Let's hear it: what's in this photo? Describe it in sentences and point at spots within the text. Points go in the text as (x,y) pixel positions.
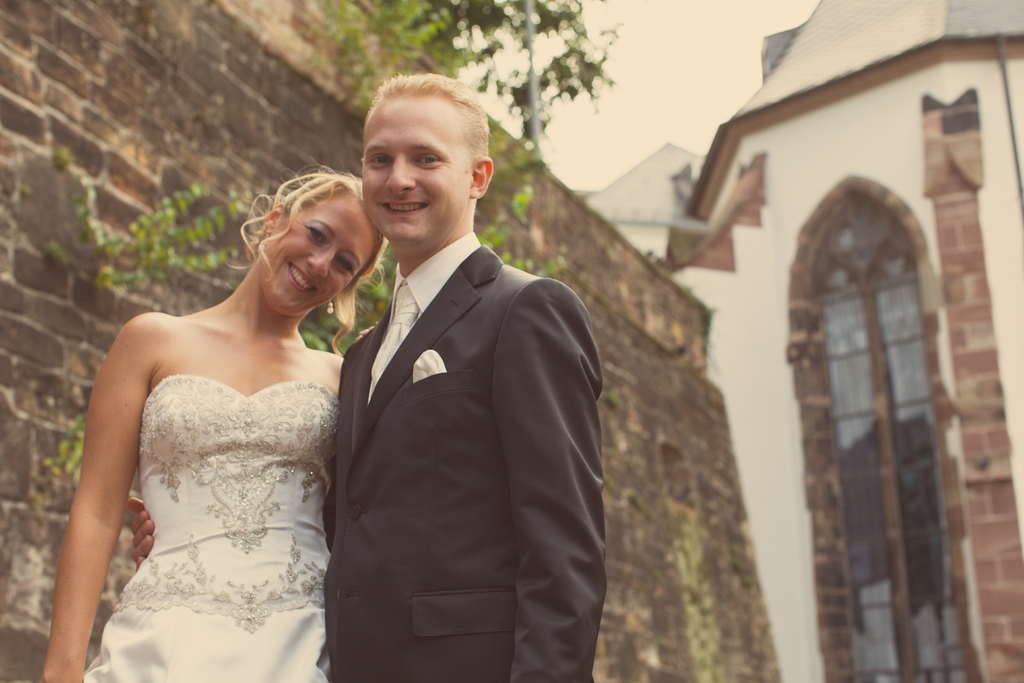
In the foreground of the image (274,315) there are two persons (361,437) standing. in the background of the image (736,290) there is a building (780,322). There is wall (639,641). There are plants (551,70). At the top of the image (638,73) there is sky (629,77).
